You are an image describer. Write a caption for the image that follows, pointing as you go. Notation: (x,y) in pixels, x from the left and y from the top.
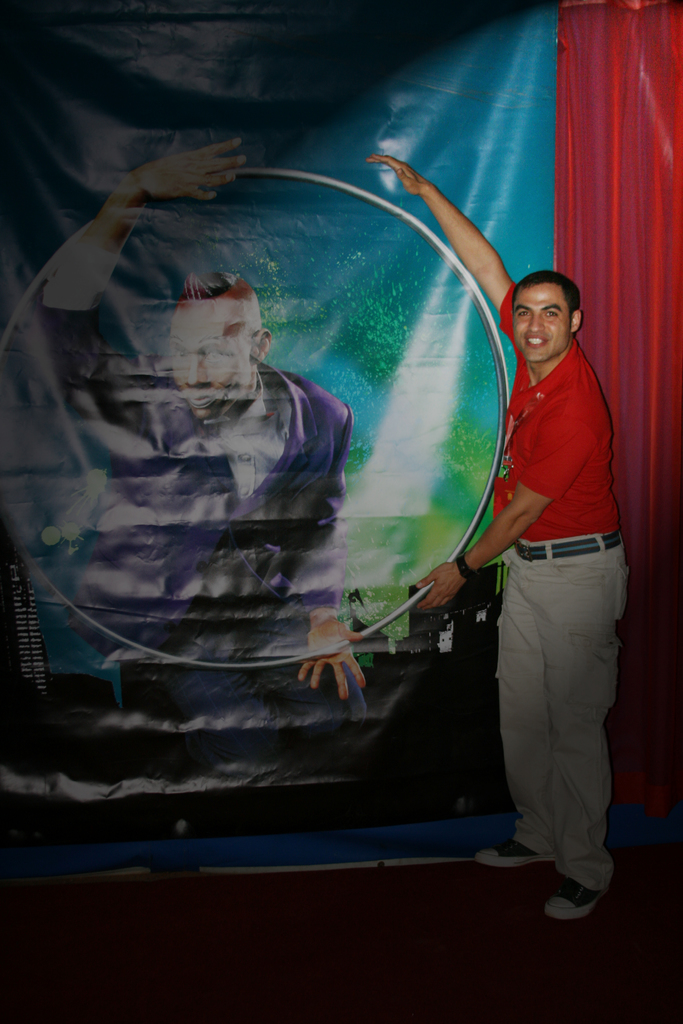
In this image, we can see a person (555,366) standing and wearing clothes (553,665). There is a banner (449,438) in the middle of the image (434,520).
